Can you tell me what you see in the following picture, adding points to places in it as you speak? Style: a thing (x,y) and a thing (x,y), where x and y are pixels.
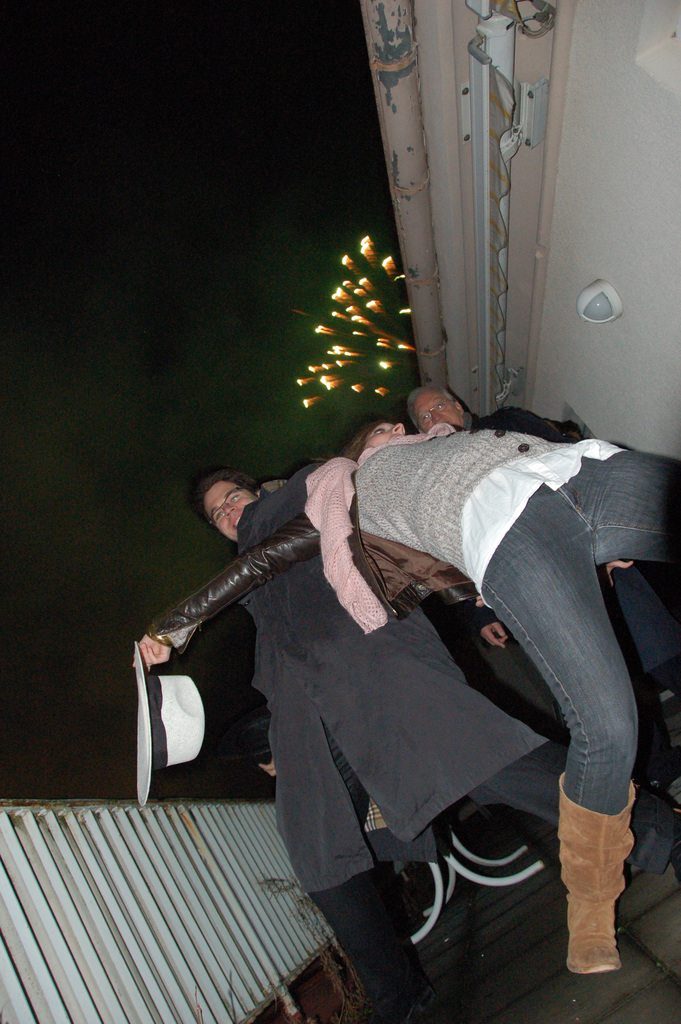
In this image I can see few people (585,709) and there is a person (591,722) holding a hat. In the bottom left corner (178,882) there are iron grilles (109,906), and in the top right corner (516,208) there is wall (541,163) and there are some objects (492,216) attached to it. Also there are crackers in the sky (198,317).
